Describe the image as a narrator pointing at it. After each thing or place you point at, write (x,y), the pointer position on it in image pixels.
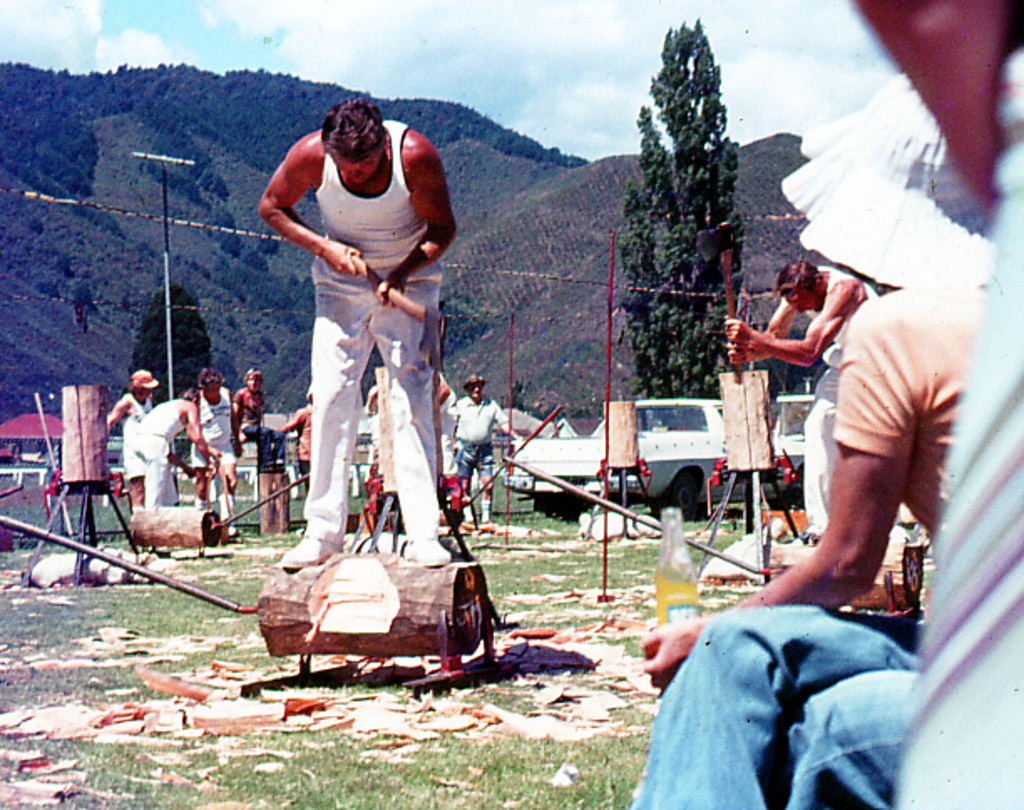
In this picture there is a man (441,557) who is holding an axe (399,306). On the right (877,564) I can see some people (989,501) who are sitting on the chair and holding the juice bottle (663,616). In the back (152,432) I can see some people (307,416) who are standing near to the wooden fencing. Beside them I can see the cars (678,445). In the background (705,293) I can see the building (1,443) and many trees (561,235) on the mountain (503,256). At the top (658,31) I can see the sky (327,22) and clouds (531,4).
